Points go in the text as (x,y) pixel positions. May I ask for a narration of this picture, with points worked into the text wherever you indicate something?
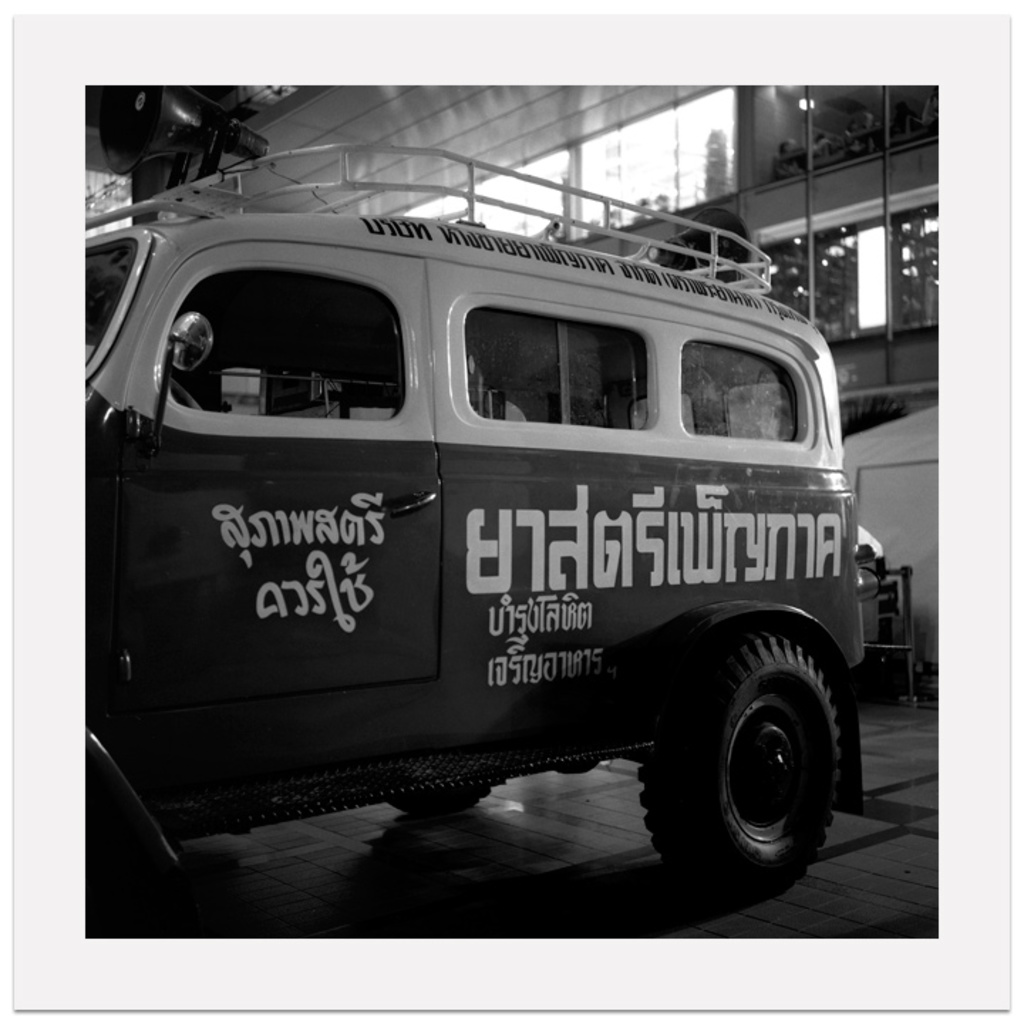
In this black and white picture there is a vehicle (373,420) on the floor (600,856). Right side (885,624) there are few objects (901,627) on the floor (911,726). Background (918,635) there is a wall (918,622). There is some text (344,556) painted on the vehicle (359,588).
